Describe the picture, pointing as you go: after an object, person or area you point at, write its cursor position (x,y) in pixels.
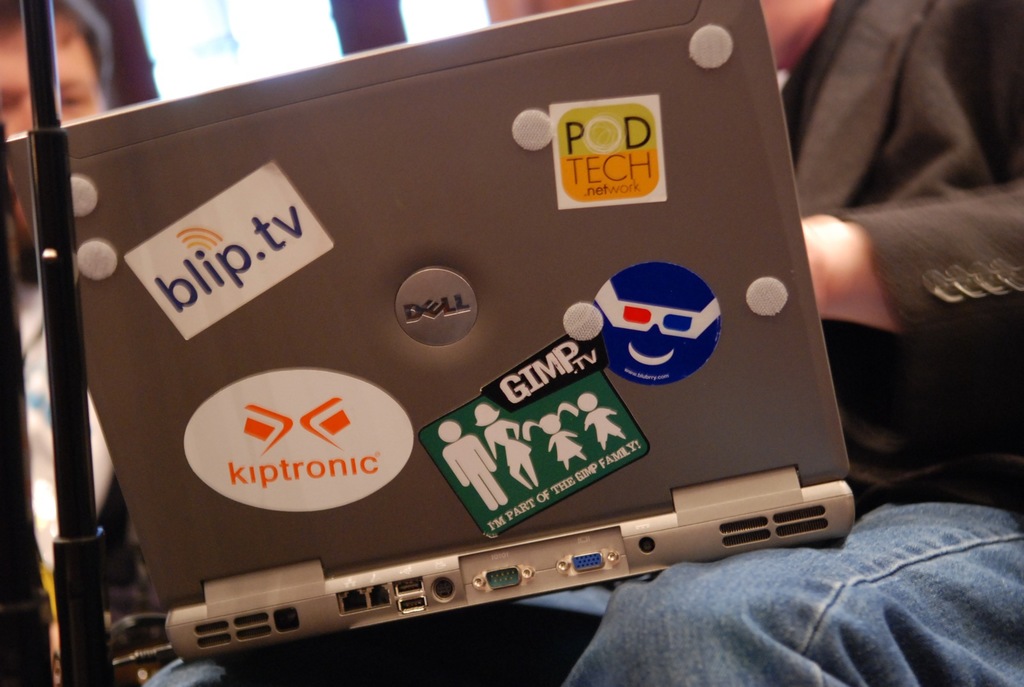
In this image we can see a laptop (577,252) with some stickers (242,232) on it. We can also see a person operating it, a person (7,96) sitting beside him and some poles (35,81).
